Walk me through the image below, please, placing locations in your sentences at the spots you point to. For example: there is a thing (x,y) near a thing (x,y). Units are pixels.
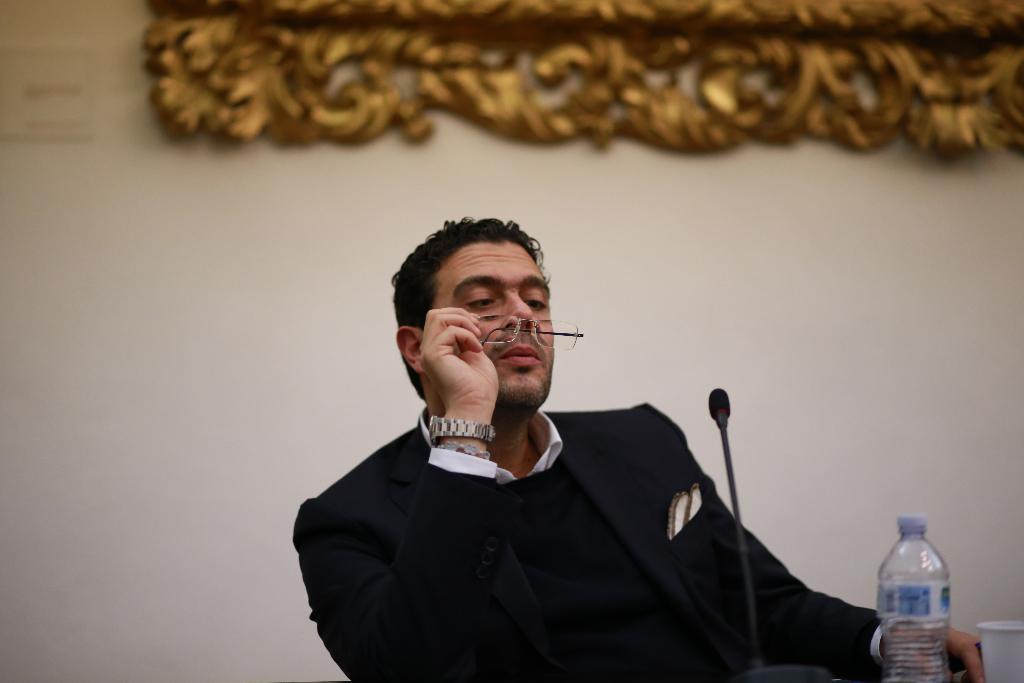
In this picture a person (444,682) is sitting and holding glasses (512,333) in his hand (488,357). This person (513,405) is wearing a suit (725,531) and watch (444,421) in his hand (457,411). Before him there is a mic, bottle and cup (1003,641).
